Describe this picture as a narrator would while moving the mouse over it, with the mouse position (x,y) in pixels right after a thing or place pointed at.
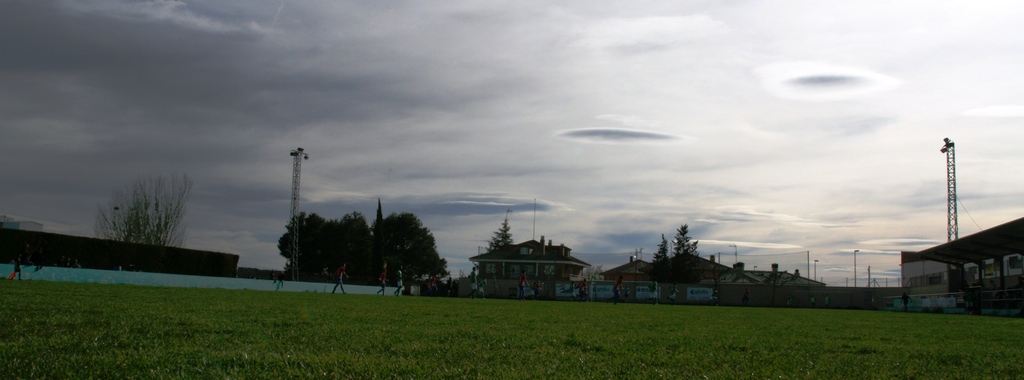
There is grass (358,301). In the background (453,212) there are many people (480,290), trees (377,253), buildings (787,274), poles (815,260), sky (695,225) and towers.
